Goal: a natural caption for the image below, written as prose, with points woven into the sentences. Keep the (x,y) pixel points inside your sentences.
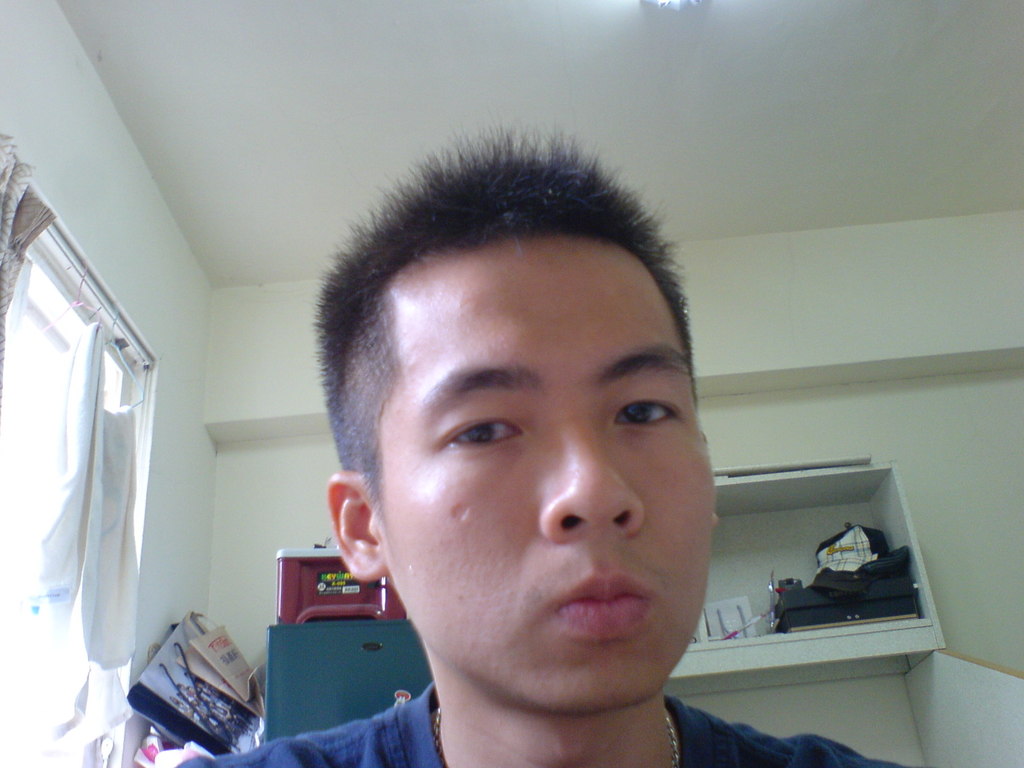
There is a man (498,667) wearing a blue t shirt (269,748). There is a shelf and other objects (217,660) at the back (880,575). There is a window (31,389) and curtains (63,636) at the left (33,539). There are walls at the back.
